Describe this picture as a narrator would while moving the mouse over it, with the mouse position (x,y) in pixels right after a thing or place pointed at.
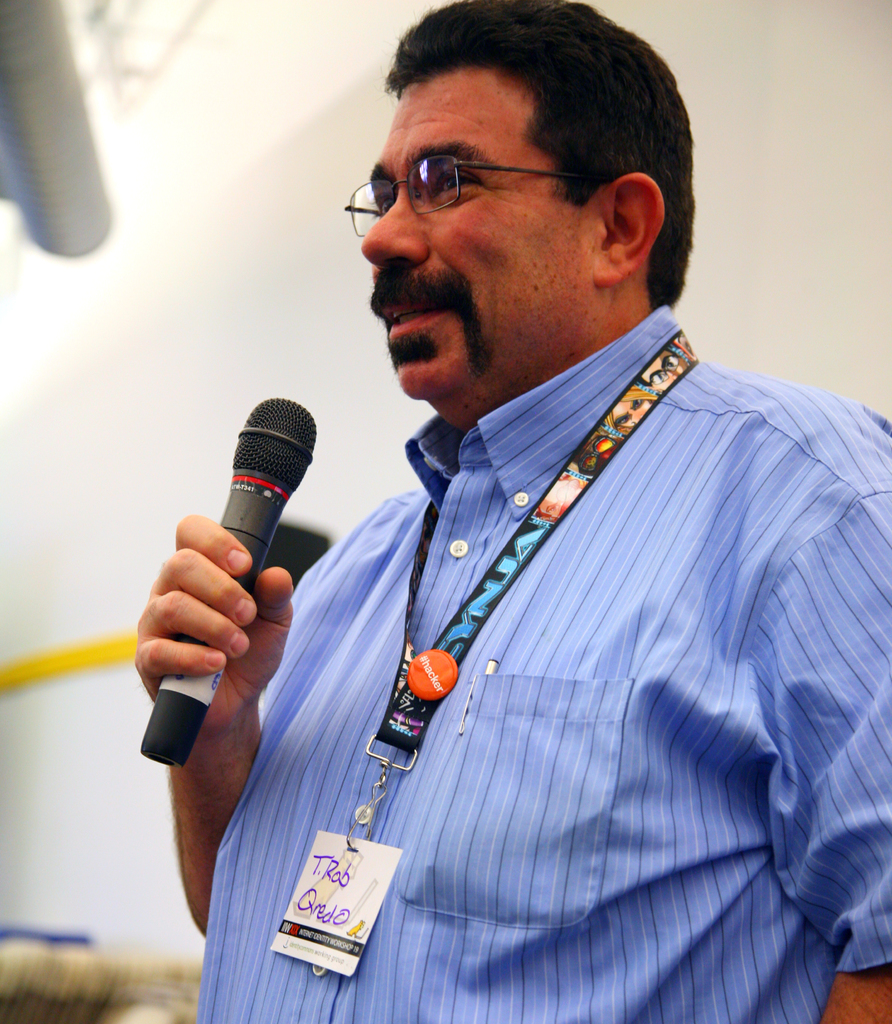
In this image we can see a man (561,129). The man (505,108) is holding a mic (275,483) in his hand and wearing an id card (565,483).
